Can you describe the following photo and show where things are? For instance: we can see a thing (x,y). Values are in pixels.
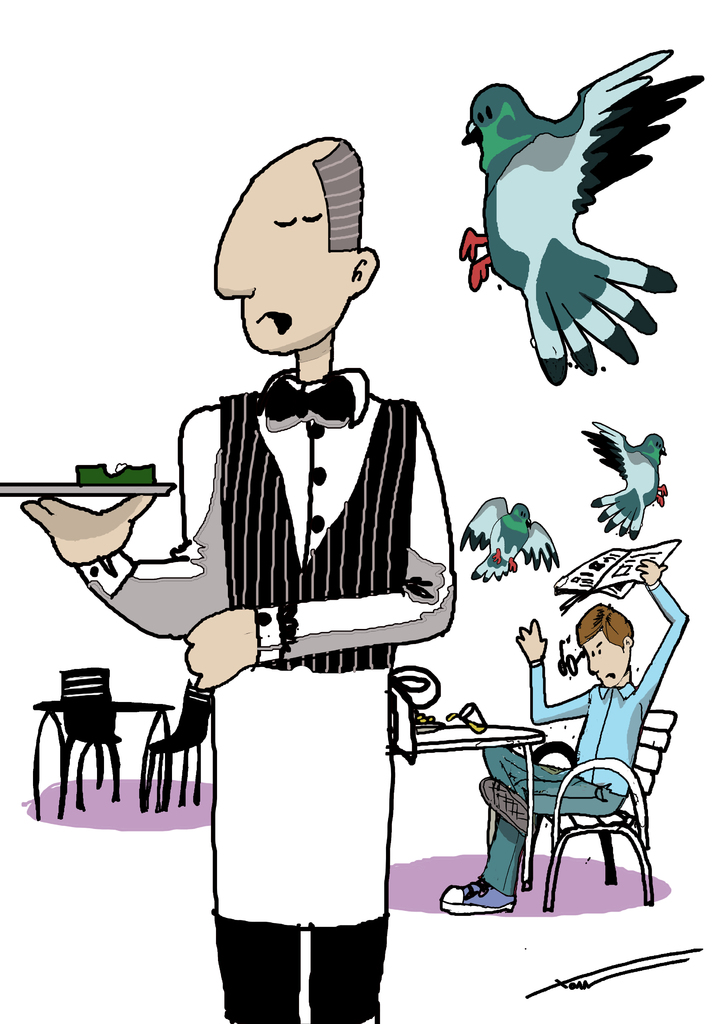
In the picture we can see a cartoon image of a man (241,928) standing with a plate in his hand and top of him we can see a bird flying and behind him we can see a person (515,860) sitting on the chair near the table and the man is holding a paper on the top of him and on it we can see two birds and on the table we can see a glass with a drink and in front of the table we can see another table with two chairs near it.
